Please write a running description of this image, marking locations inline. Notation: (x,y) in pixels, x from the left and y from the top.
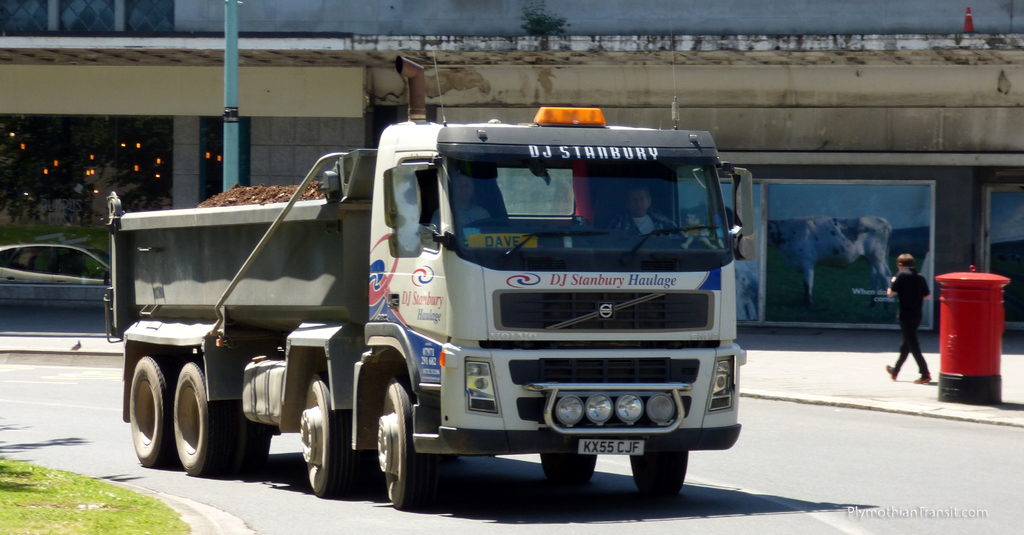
In this image a truck (317,391) is moving on the road (488,467). in the background (290,135) there are buildings (680,82). Here there is a letterbox (967,345). A person (910,301) is walking here. This is a pole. Here there is grassland (77,487).
